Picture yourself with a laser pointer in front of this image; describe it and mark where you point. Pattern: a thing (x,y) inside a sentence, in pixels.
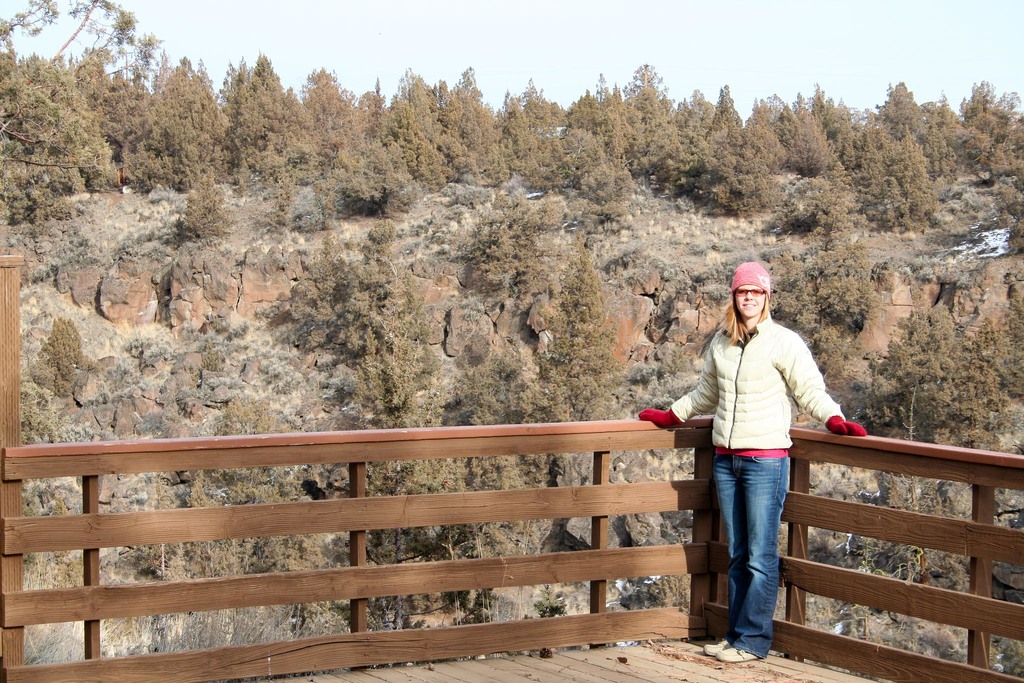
In this picture I can see a person (780,328) standing, there is wooden fence (583,502), hill (646,225), trees (376,107), and in the background (680,30) there is sky (569,9).
